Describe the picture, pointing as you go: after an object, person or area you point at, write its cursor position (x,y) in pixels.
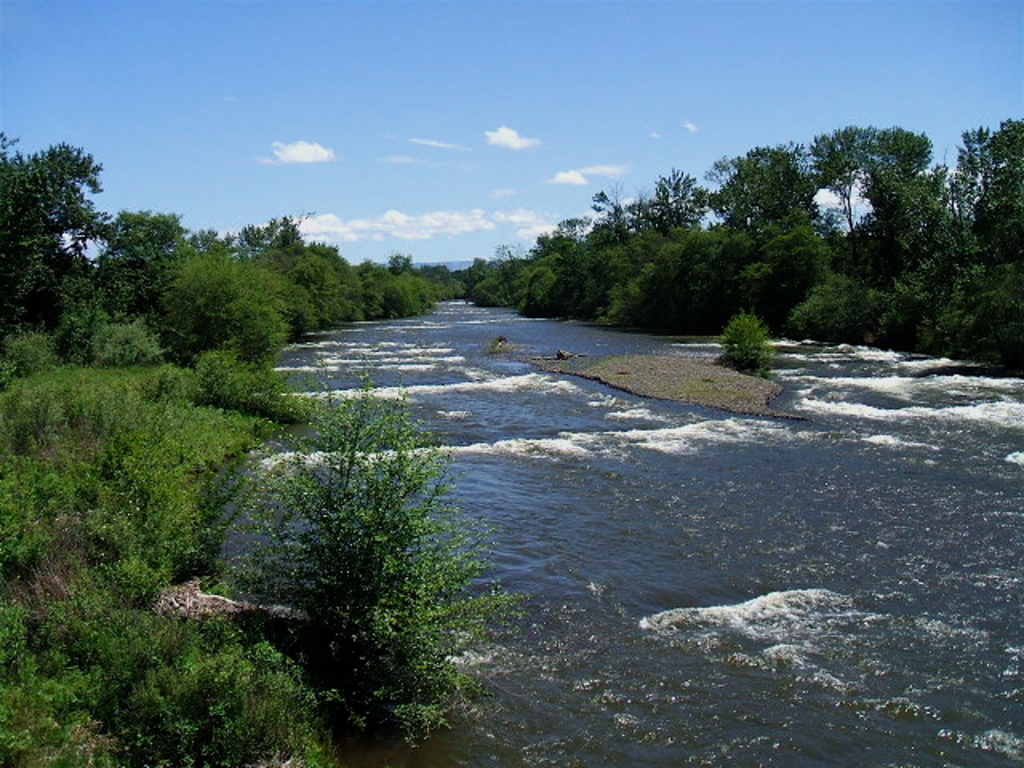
In the picture we can see water (829,695), on the either sides of the water (592,743) we can see plants (7,435) and in the background (447,295), we can see trees (645,295), hill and sky (366,190) with clouds (394,224).
